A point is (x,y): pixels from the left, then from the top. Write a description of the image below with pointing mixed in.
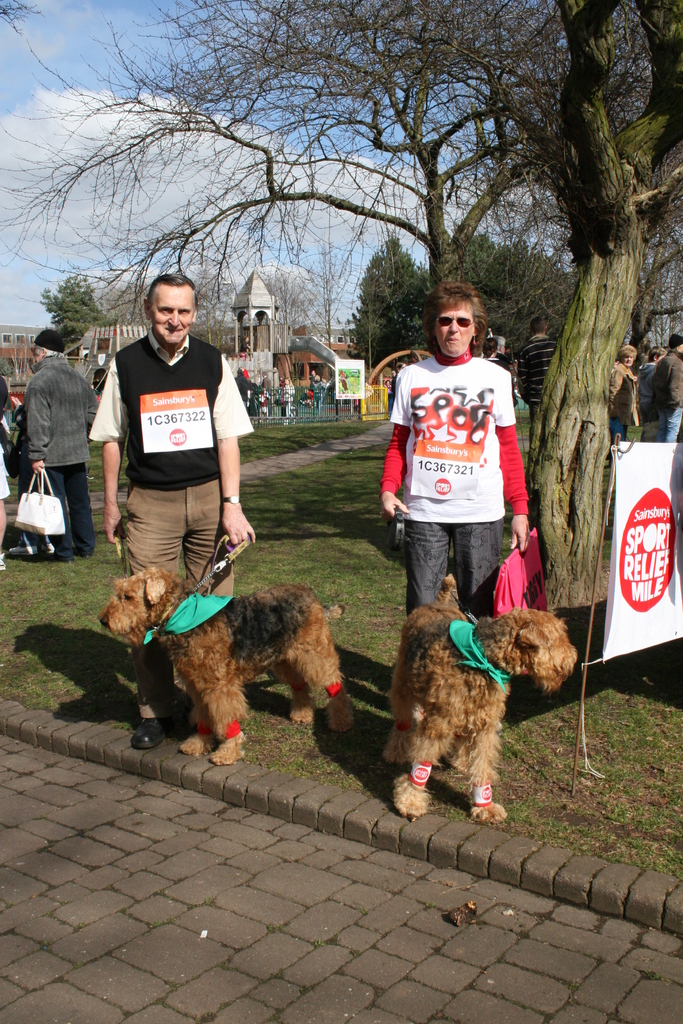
This picture is of outside. On the right corner (639,496) there is a tree (621,218) and a banner (651,610) placed on the ground (628,773). In the center (419,396) there is a woman (448,400) wearing white color t-shirt (455,456) and holding a bag (524,572) and there are two dogs (451,699) standing on the ground (264,737) and on the left (156,383) there is a man (194,413) standing on the ground (631,844). In the left corner (39,389) there is a person (46,431) standing and holding a bag (46,517). In the background (287,383) we can see the group of people (287,395), a building (250,298) and a sky (97,21) full of clouds (295,171).
